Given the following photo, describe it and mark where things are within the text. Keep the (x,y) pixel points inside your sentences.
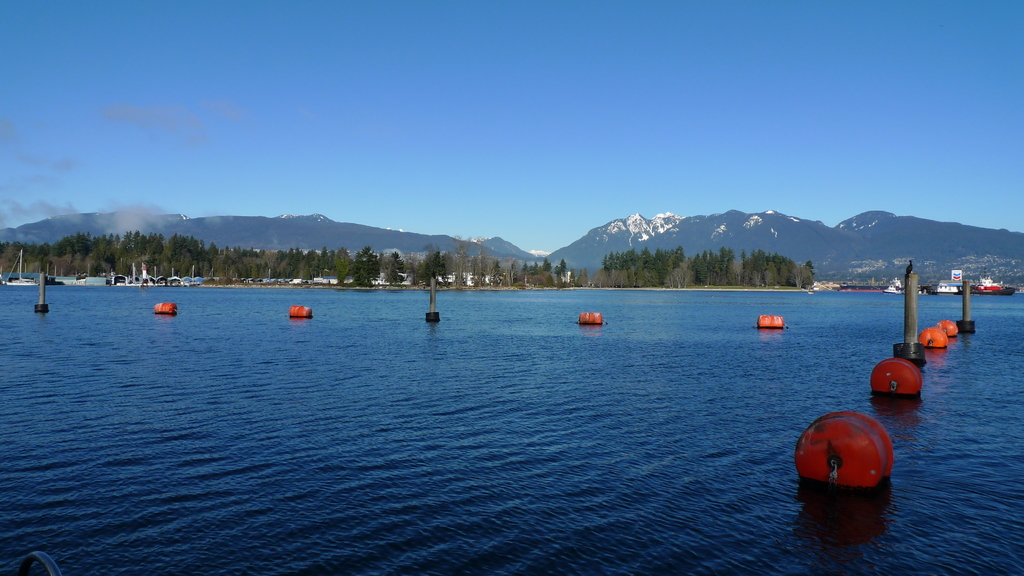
In this image, we can see water (910,399), there are some orange color objects (881,463) in the water (923,393). We can see some trees (334,273) and mountains (632,243). At the top (580,122) we can see the blue sky (482,90).
